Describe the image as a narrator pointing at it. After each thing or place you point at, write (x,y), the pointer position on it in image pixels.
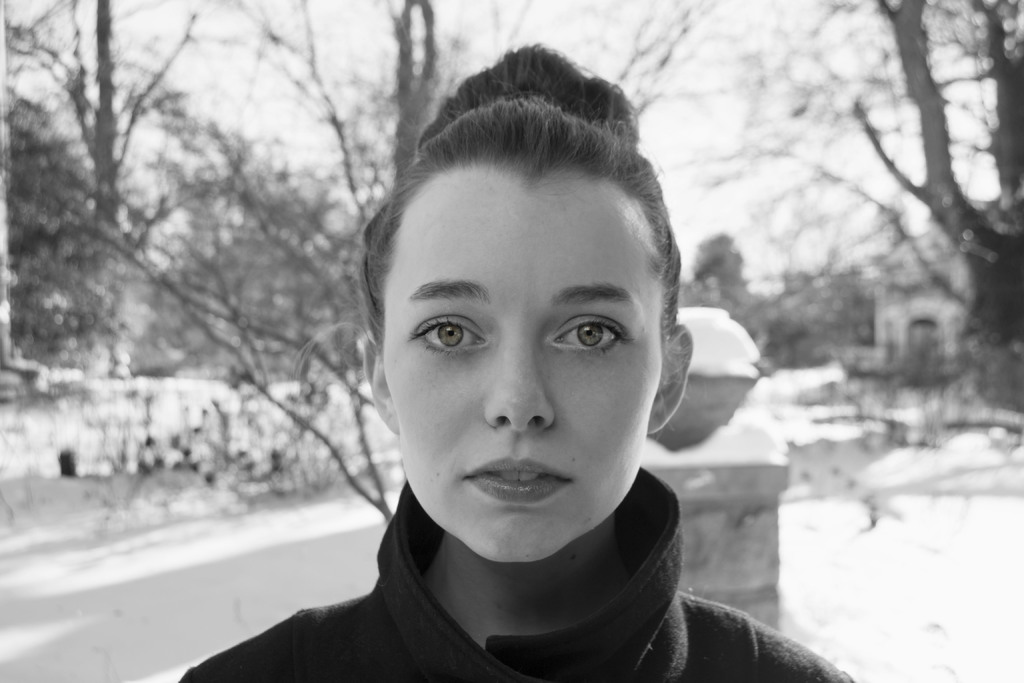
There is a lady (564,638) in the center of the image (492,446) and there are trees (378,130), snow (877,443), it seems like a pillar (756,569) in the background area (747,356) and the remaining objects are not clear.
